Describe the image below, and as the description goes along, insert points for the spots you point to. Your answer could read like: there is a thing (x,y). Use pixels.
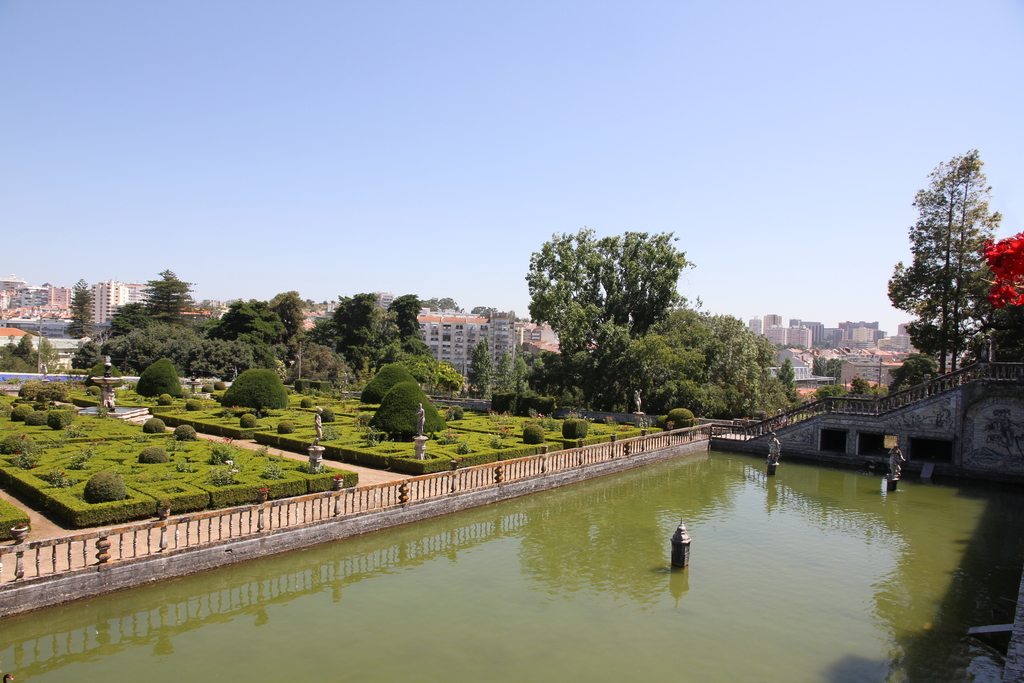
In this image we can see a few buildings (505,346), there are some trees (223,397), plants (169,456), water (639,538), fence (468,492) and the statues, in the background (713,145), we can see the sky (755,91).
